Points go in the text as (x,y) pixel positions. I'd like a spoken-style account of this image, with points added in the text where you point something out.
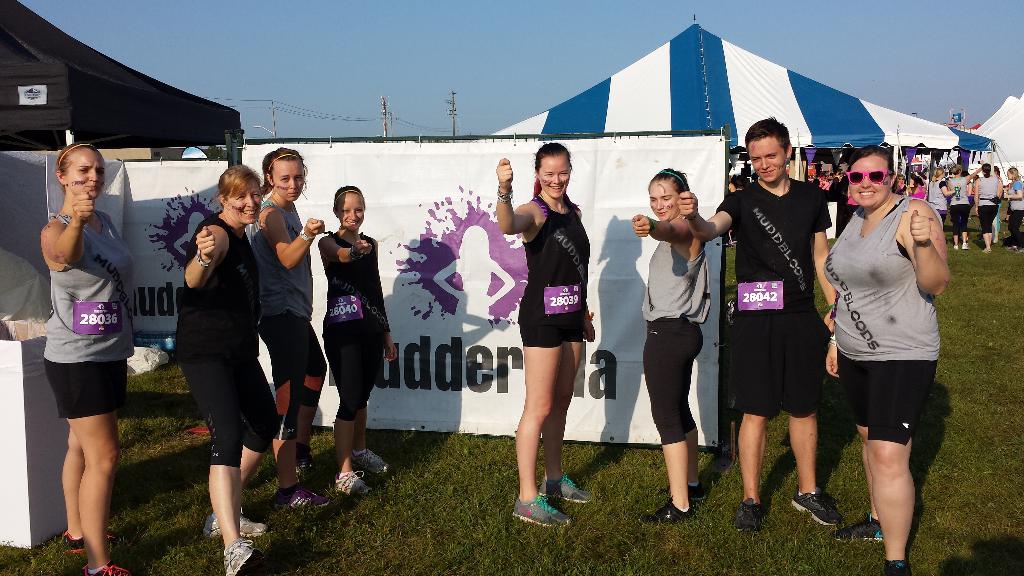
In this picture we can see group of people (85,250) standing and giving a pose into the camera, Behind we can see white color poster (378,240). In the background (662,80) there is a blue and white color tent (697,60).
